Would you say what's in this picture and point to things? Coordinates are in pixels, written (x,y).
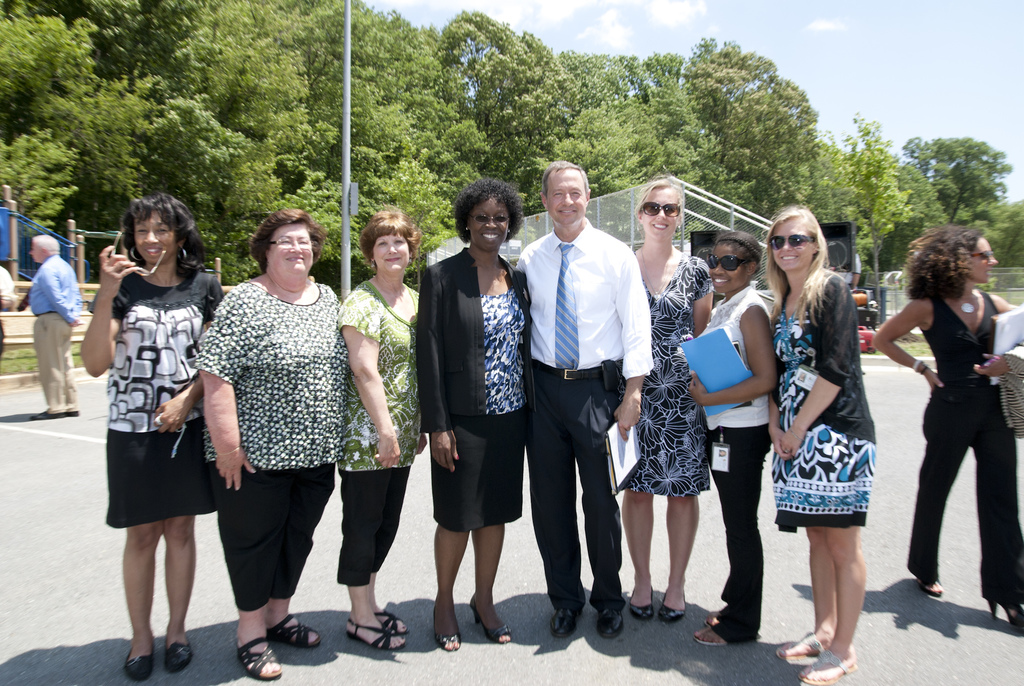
In the center of the image (363,439) we can see some persons (550,386) are standing and smiling and some of them are holding files (722,338). In the background of the image (553,114) we can see the poles (12,208), trees (331,203), stairs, mesh (611,221), bags (878,318). At the bottom of the image (694,628) we can see the road (688,624). At the top of the image (845,50) we can see the clouds (834,24) are present in the sky (783,62).
